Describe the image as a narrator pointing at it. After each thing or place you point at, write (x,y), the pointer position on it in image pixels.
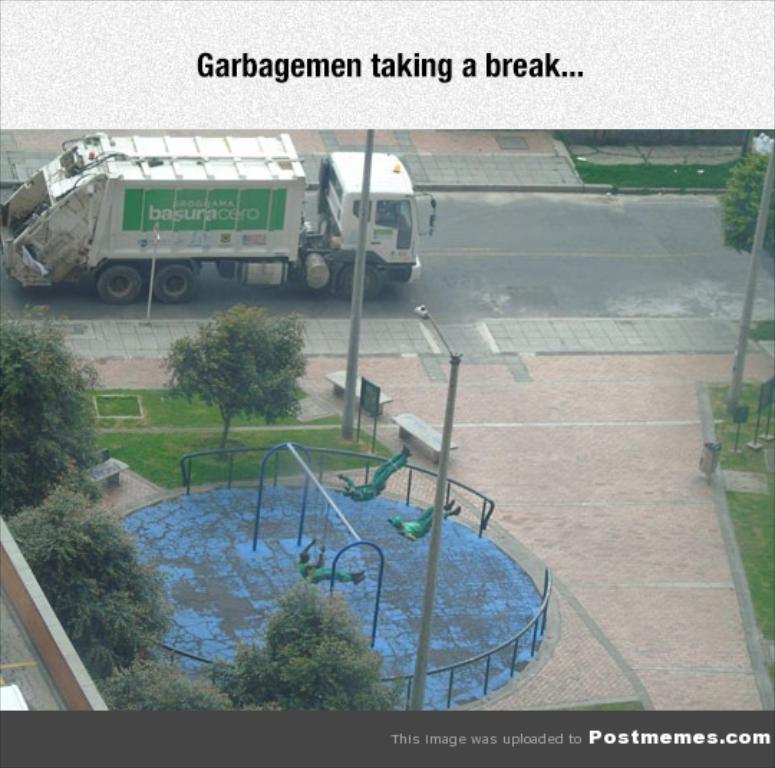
In this image, we can see three persons (417,530) on the swing chairs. In the middle of the image (266,398), there are plants (45,449), grass (773,551), benches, boards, poles (440,480), street light (445,472) and few objects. We can see a vehicle (215,231) on the road (220,291). At the top (512,59) and bottom of the image (669,736), we can see text (669,736).
